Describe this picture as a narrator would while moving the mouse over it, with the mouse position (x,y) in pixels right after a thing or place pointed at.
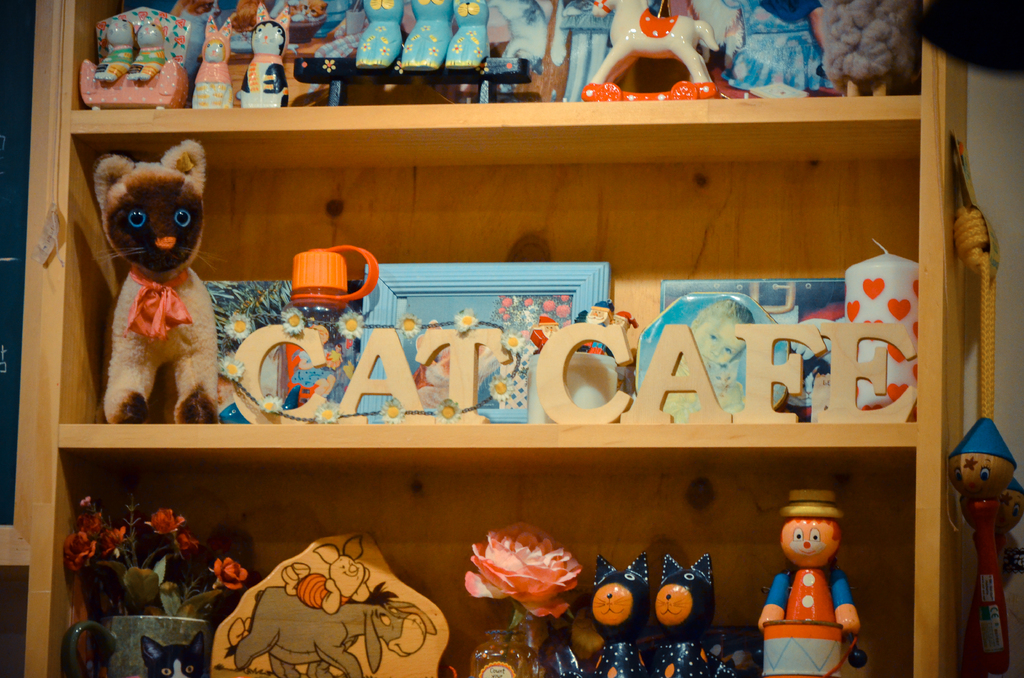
In the image we can see a cupboard (76,189). In the cupboard (76,381) there are some toys (120,56) and flower vases (174,627). Behind the cupboard (762,436) there is wall (1020,448).
